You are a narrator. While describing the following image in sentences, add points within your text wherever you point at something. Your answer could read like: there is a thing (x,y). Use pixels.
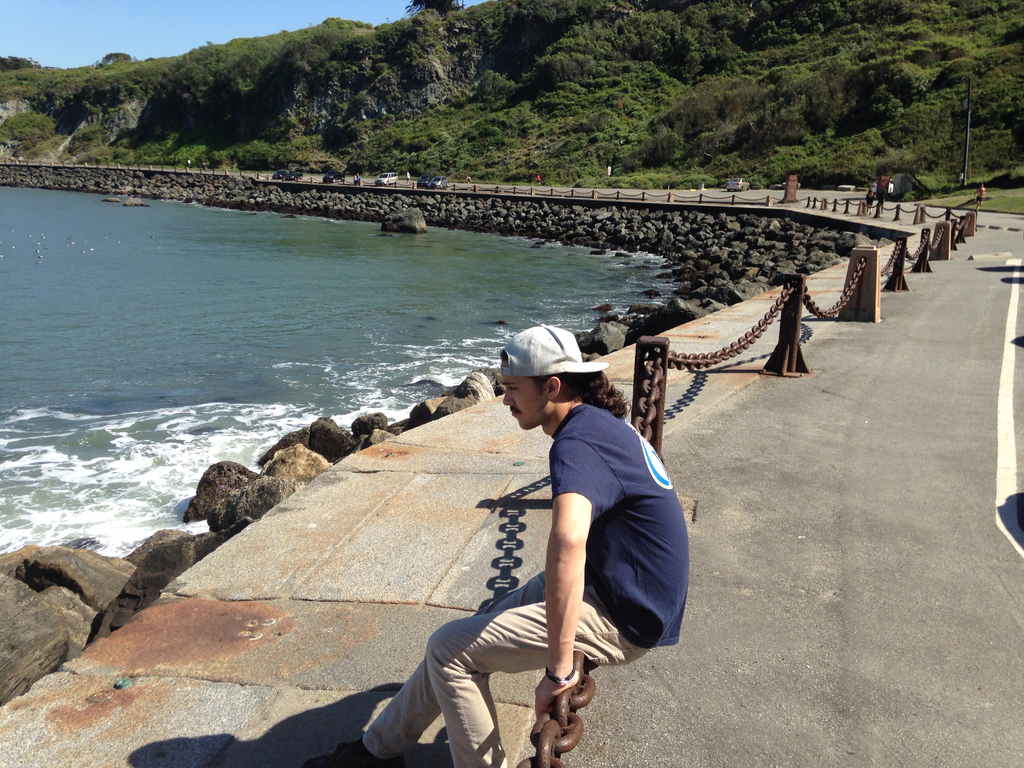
In the center of the image (629,511) we can see one person (606,602) is sitting and he is wearing a cap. And we can see chains (649,401) are attached to the poles (802,287). In the background (177,121), we can see the sky (161,36), hills (619,85), plants (668,69), vehicles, water (459,241), rocks (720,254), few people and a few other objects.
